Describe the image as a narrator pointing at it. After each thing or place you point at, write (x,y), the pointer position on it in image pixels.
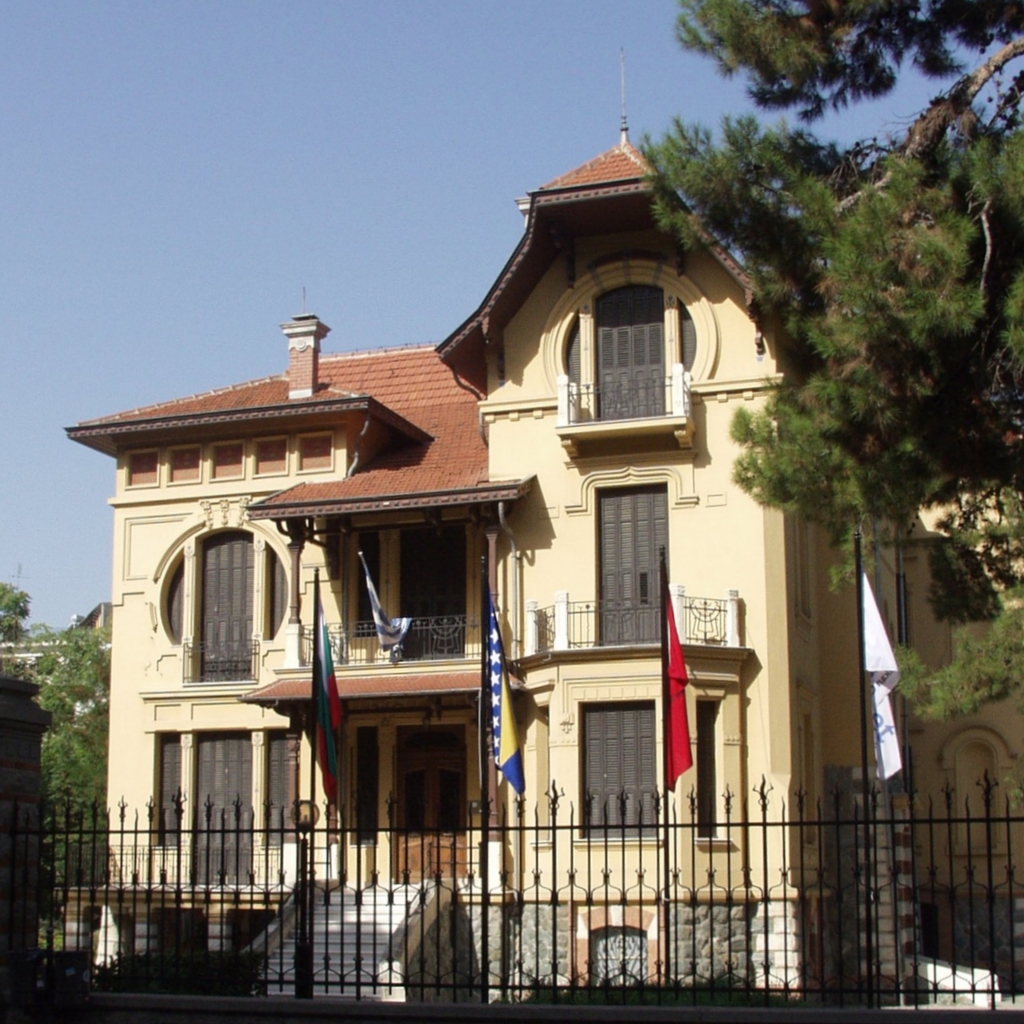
In this image in the center (570,425) there is a building (608,510), and in the foreground (592,891) there is a railing (612,828), poles (313,771) and some flags (883,771). And on the right side (973,258) and left side (59,754) there are some trees (59,703), and at the top of the image (309,189) there is sky (299,206).
